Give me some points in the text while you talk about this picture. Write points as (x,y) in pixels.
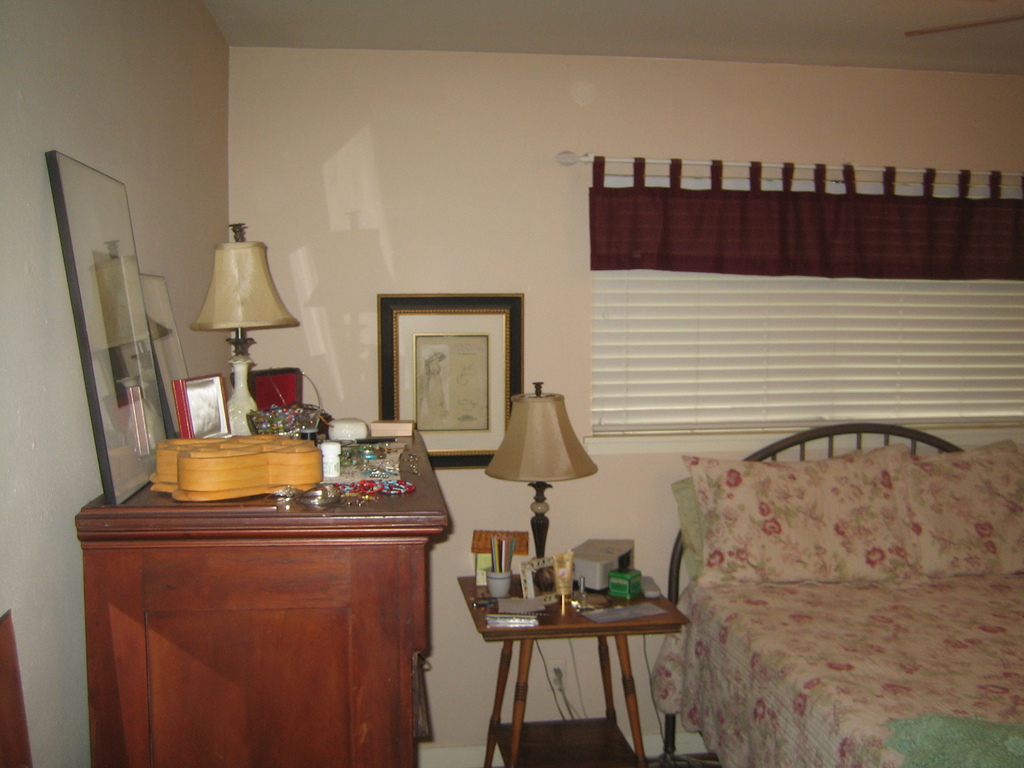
This is an inside view of a bed room (523,451) in which we can see a bed (962,638) with some pillows (792,572) and a lamp (550,449) on a table (626,668). On the left side (213,429) we can see a lamp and some photo frames (142,398) on a cup board (283,592). On the backside (531,270) we can see a wall (529,251) and a curtain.
